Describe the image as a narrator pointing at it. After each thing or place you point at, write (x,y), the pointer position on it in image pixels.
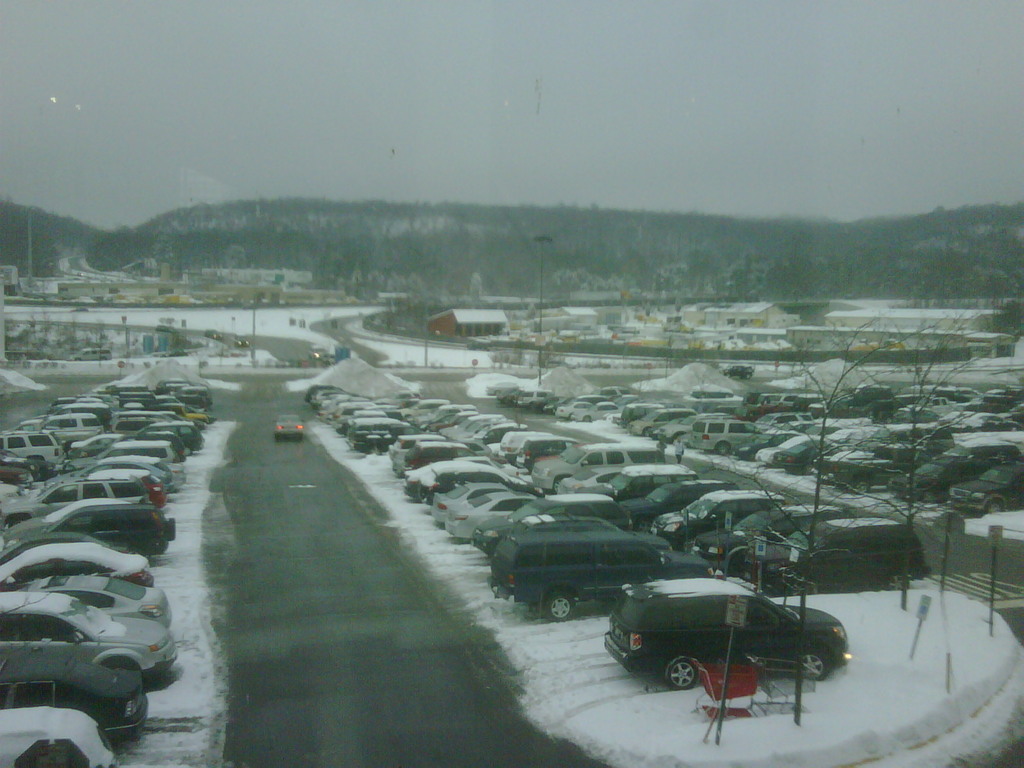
In this picture I can see there are very huge number of vehicles (515,544) parked here and there is snow (677,374) on the floor (514,642). There is a car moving on the road (292,406). In the backdrop (321,244) there is a mountain (348,205) and the sky (267,175) is grey.
